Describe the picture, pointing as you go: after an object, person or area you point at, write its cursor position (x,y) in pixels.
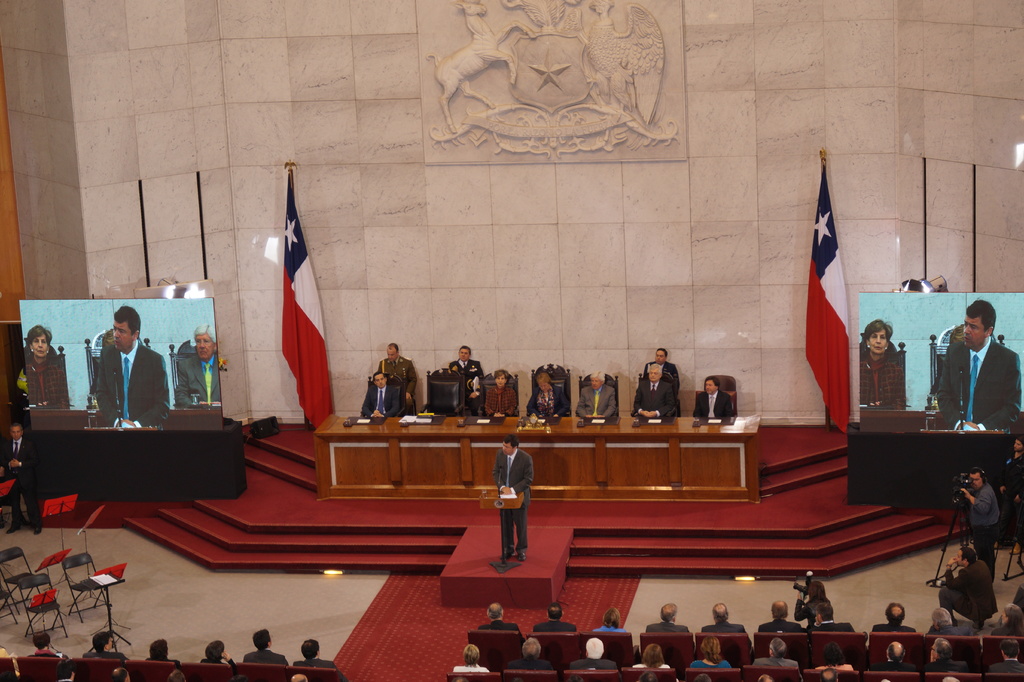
In this image it looks like a hall (638,606) where there are few dignitaries (535,400) sitting in the middle (590,404). At the bottom (259,653) there are so many people (706,649) sitting in the chairs (574,650). There is screen (179,368) on either side of the image. In the background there are two flags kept near the wall (412,243). At the top (558,61) there is a sculpture (550,41) which is carved on the wall (380,90). On the left side (22,585) bottom there are chairs (29,574). On the right side (975,489) there are camera man's (988,491).
